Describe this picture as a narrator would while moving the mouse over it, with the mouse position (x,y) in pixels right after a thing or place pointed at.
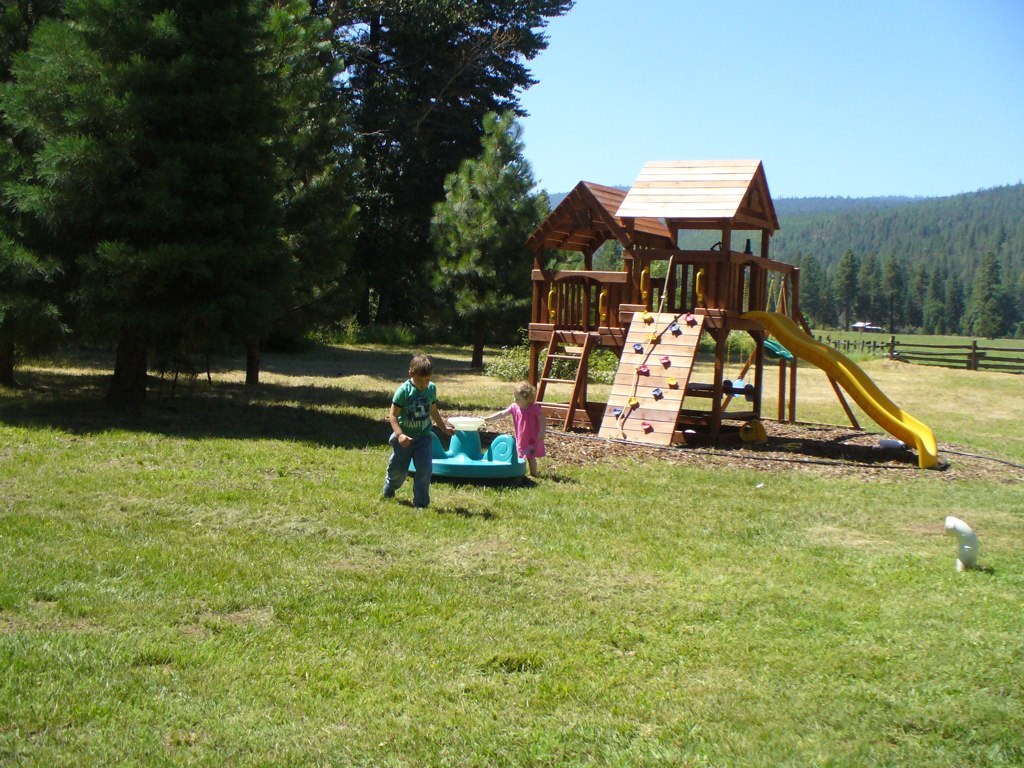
In this image in the center (627,343) there is one house (648,352) and there are two children (530,432) who are playing, and also there are some toys (464,468) and a slope (834,358). In the background (779,198) there are some trees (231,209), and at the bottom (583,545) there is grass (575,500) and at the top of the image (658,92) there is sky (814,74).
